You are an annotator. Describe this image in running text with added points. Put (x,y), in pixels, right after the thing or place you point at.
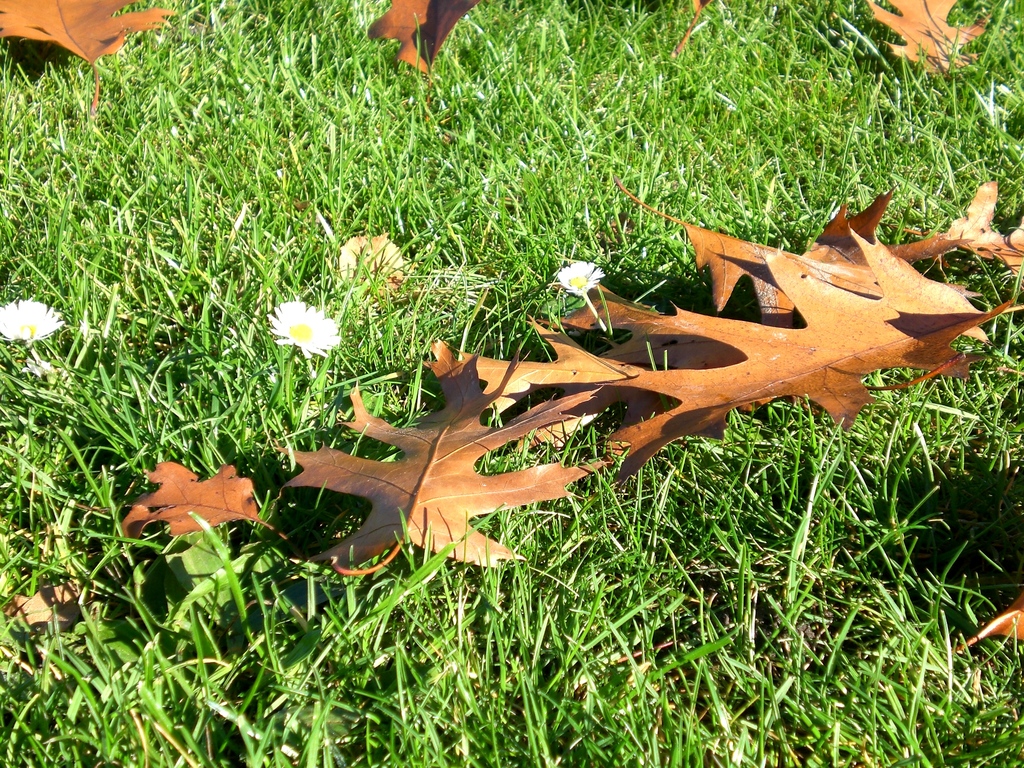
In this image I can see the ground (191,306), some grass (191,306), few flower (291,325) which are white and yellow in color and few brown colored leaves (849,276) on the ground (636,47).
